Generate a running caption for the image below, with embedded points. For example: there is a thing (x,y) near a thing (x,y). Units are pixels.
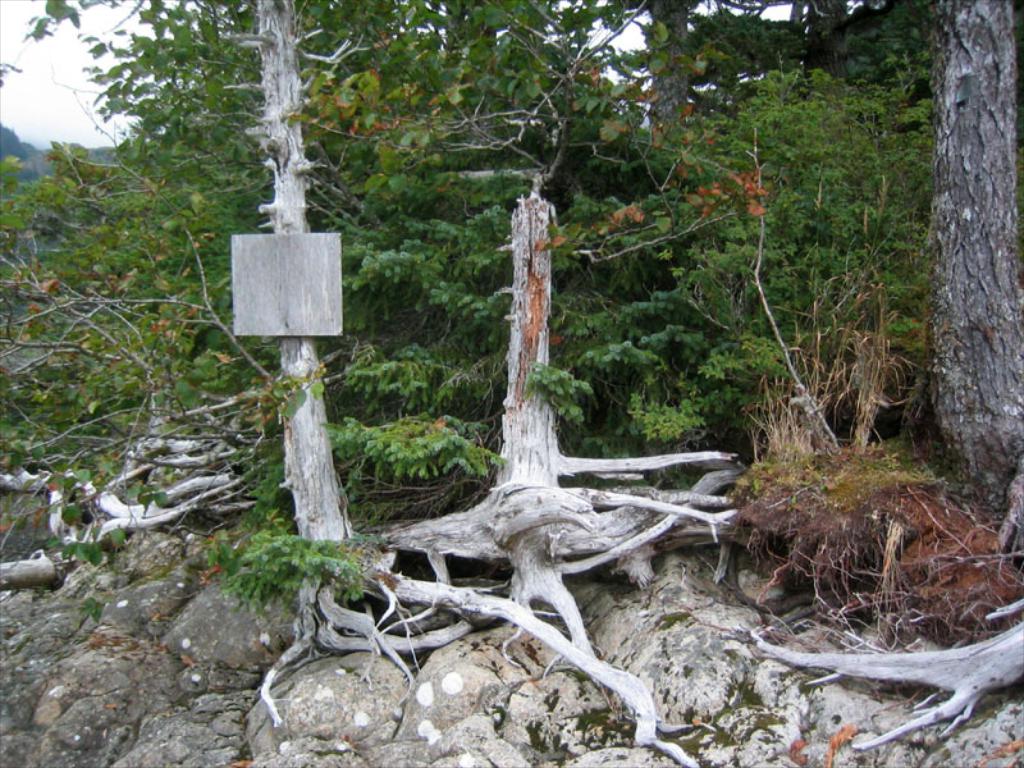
In this image there are trees (338,171), and in the background (75,79) there is sky (69,47).
